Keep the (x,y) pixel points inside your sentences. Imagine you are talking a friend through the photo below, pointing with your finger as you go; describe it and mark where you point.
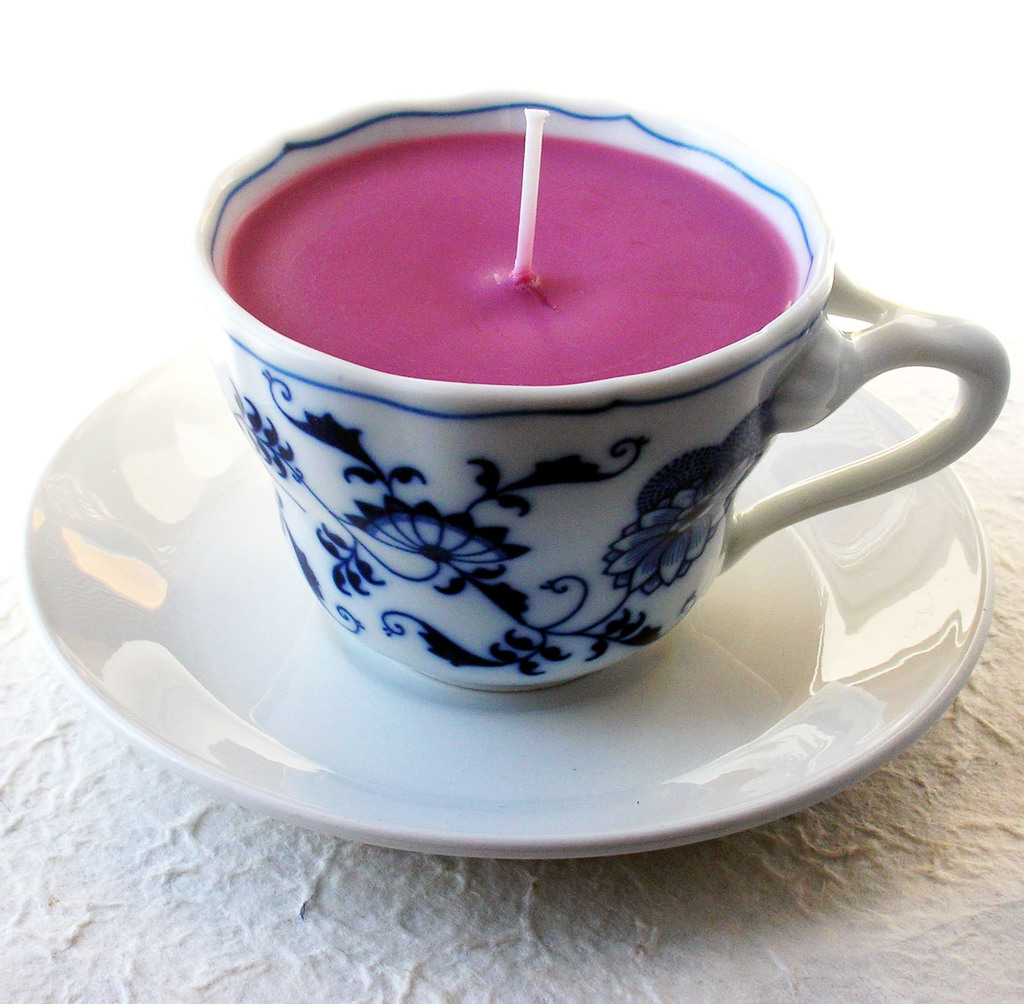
In this image we can see a cup (742,478) placed on a saucer (618,693) containing wax (505,300) and a thread (528,266) are kept on the surface (1020,963).
